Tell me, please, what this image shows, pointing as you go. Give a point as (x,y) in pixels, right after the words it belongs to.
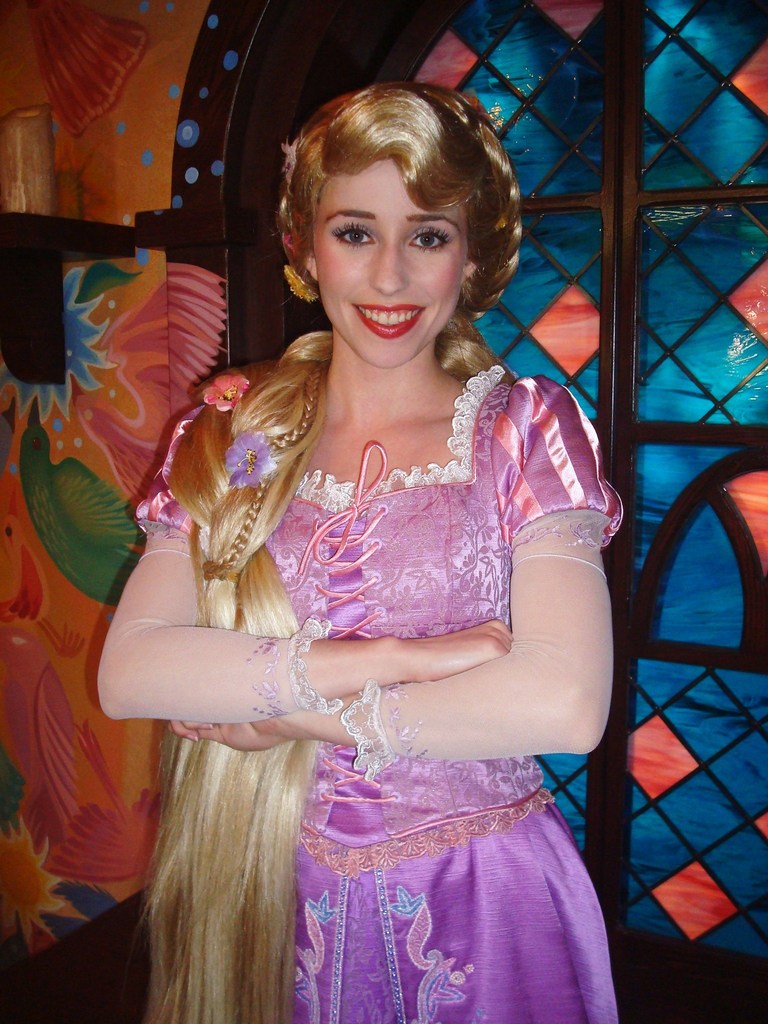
In this image there is a woman (402,354) wearing a gown (408,592), she is smiling, behind them there is a colorful entrance gate (538,41).
